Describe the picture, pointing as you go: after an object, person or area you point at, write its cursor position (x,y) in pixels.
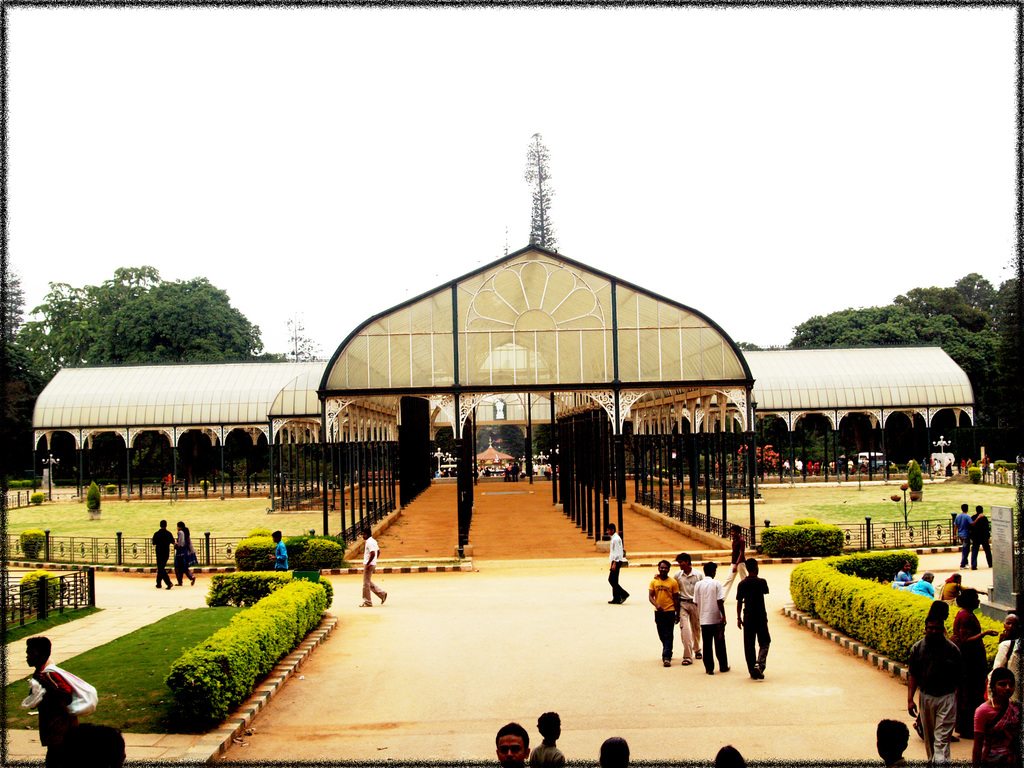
In the foreground of the picture (545,736) there are people (704,607), road (446,636), plants (307,611), grass (196,630) and railing (66,582). In the center of the picture (510,353) there is a building (865,350) and there are plants (320,546), people (277,540), grass (851,503) and railing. In the background (104,342) there are trees (948,290). sky (297,329) is cloudy.
